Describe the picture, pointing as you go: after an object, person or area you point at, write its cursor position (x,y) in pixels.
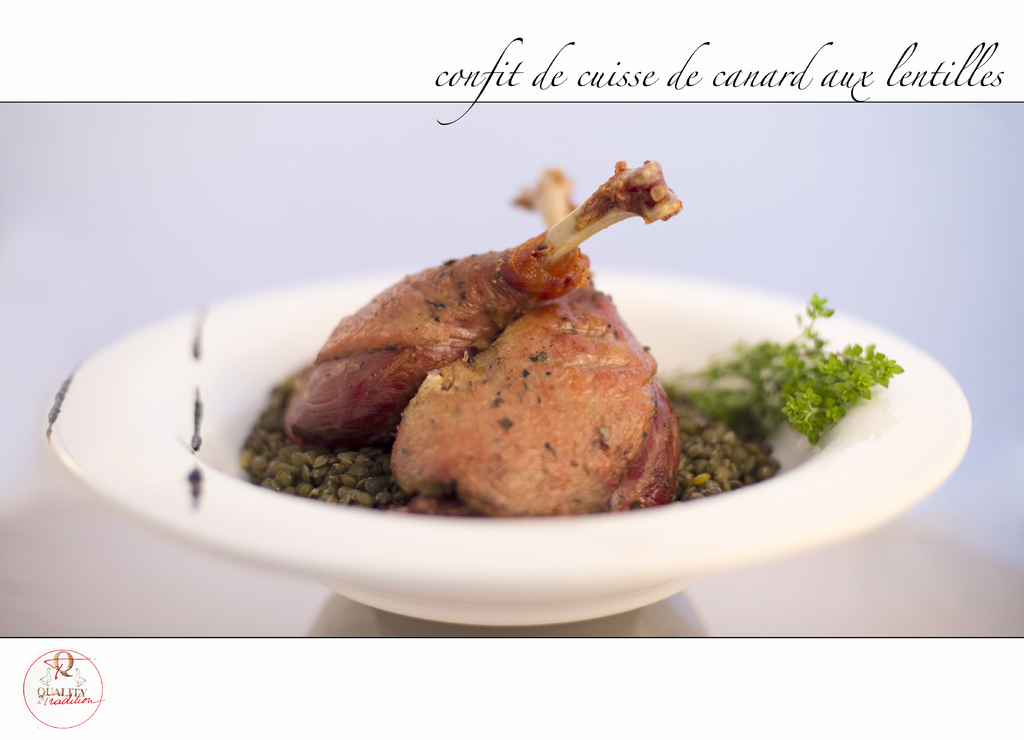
In this image we can see a bowl (896,431) filled with food item (543,388) and we can also see a text (567,66) on the top (455,67).
